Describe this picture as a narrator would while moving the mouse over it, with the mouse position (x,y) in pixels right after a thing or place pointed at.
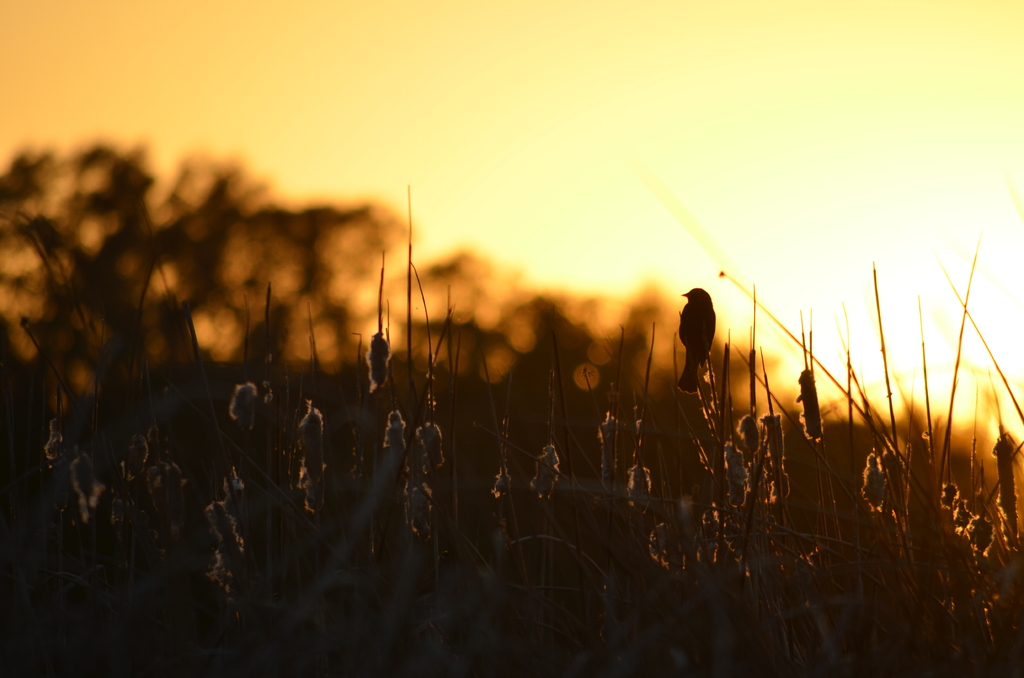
In this picture there is a bird (690,310) on the plant (710,386). At the bottom (374,534) I can see some plants (583,536) and cotton (241,547). In the background (425,342) I can see some trees (634,368). At the top (584,98) I can see the sky (617,60).
